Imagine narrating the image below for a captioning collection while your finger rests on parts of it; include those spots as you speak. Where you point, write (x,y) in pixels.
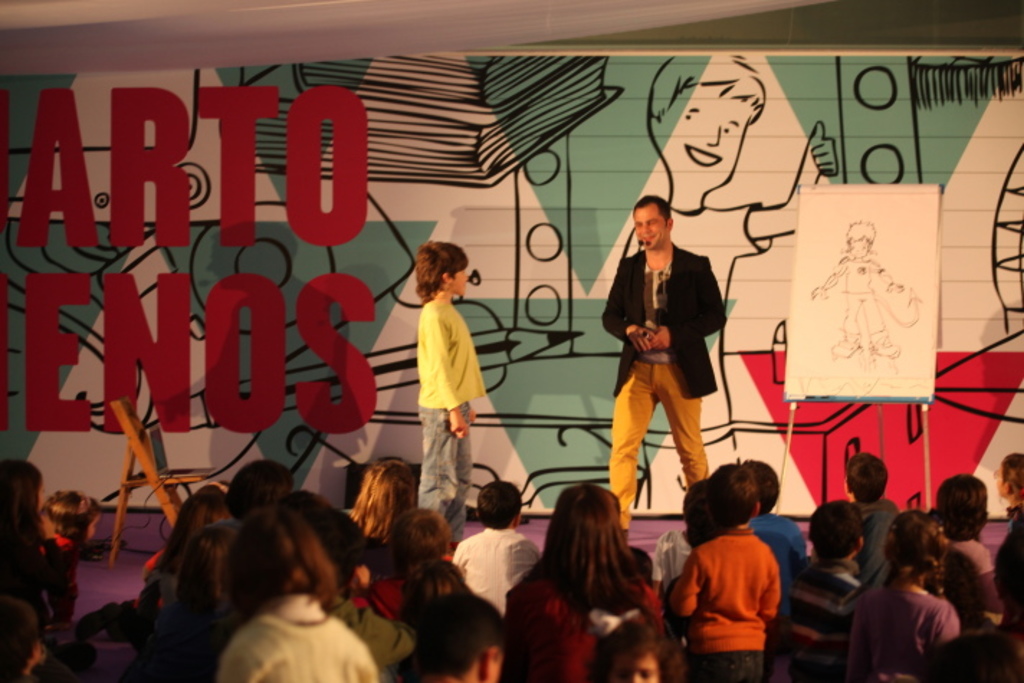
In this image, we can see some people (745,570) standing and there are two persons (648,376) standing on the stage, in the background (409,108) we can see some paintings (296,127).
